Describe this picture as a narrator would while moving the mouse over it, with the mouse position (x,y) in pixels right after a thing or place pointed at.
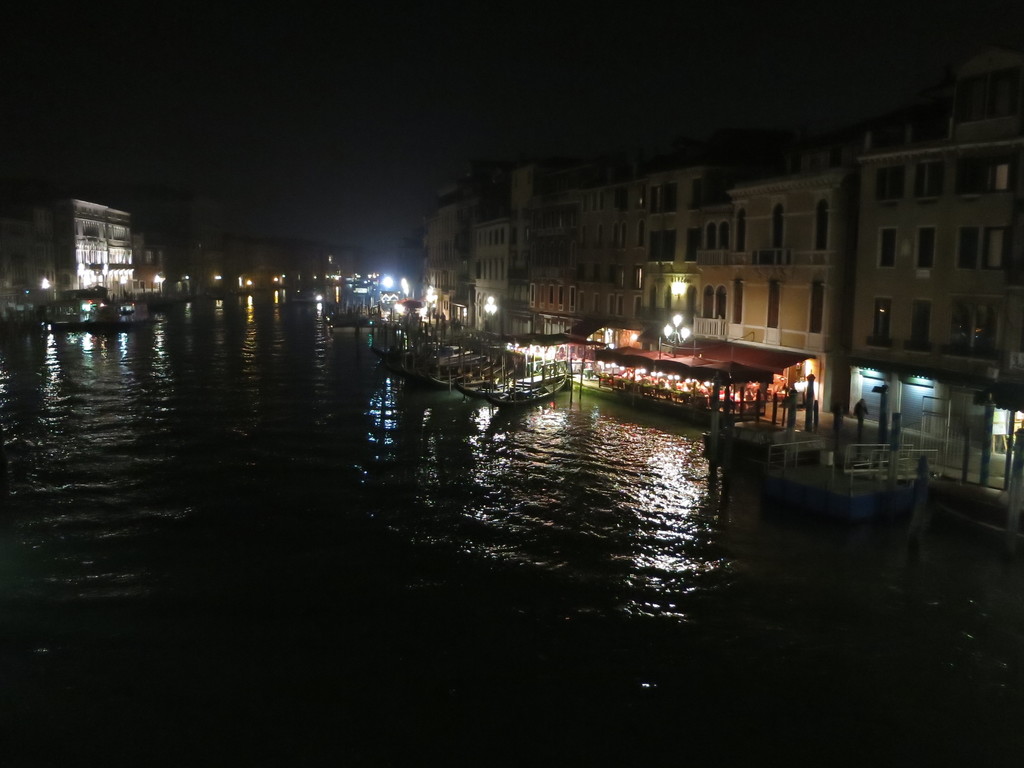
In this image I can see water (437,455) in the front (553,420). In the background (871,395) I can see number of buildings (27,281), number lights (867,368) and on the right side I can see one person (856,415) is standing. I can also see few boats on the water (459,404) and I can see this image is little bit in dark.
